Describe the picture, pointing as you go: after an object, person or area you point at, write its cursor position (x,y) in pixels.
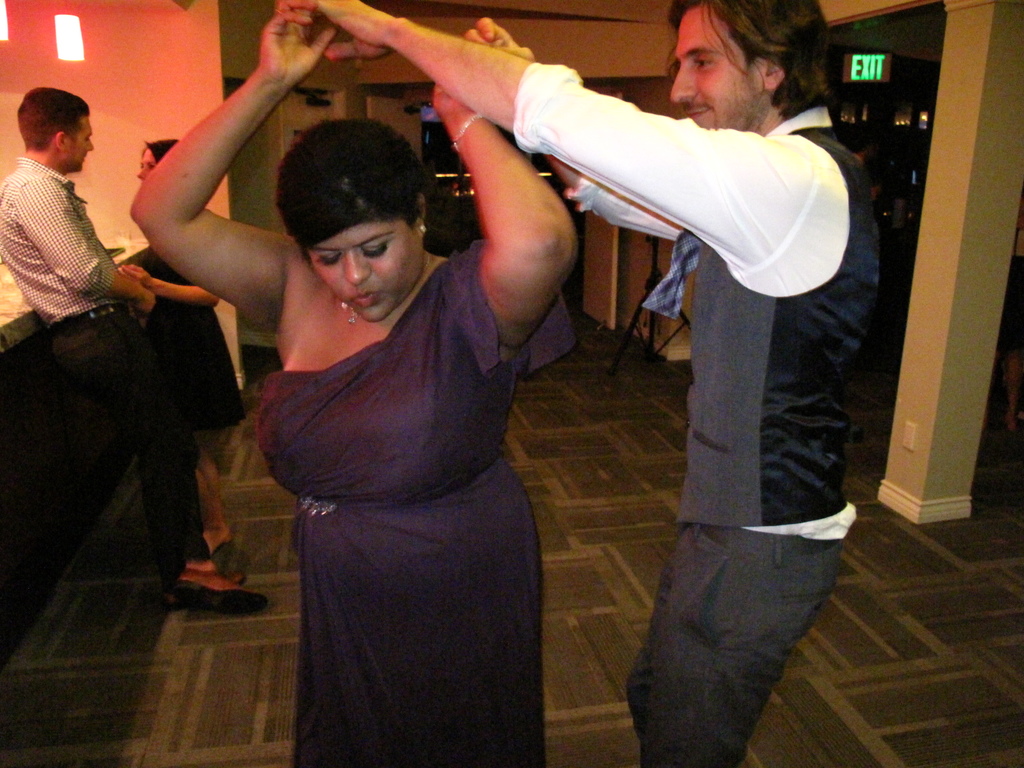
A man (663,283) and a woman (513,547) are dancing on the floor (827,705) and on the left (104,391) there is a man (104,391) and a woman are standing on the floor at the table (17,352) and we can see wall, lights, exit board (854,77), door (607,268) and other objects (979,394).
